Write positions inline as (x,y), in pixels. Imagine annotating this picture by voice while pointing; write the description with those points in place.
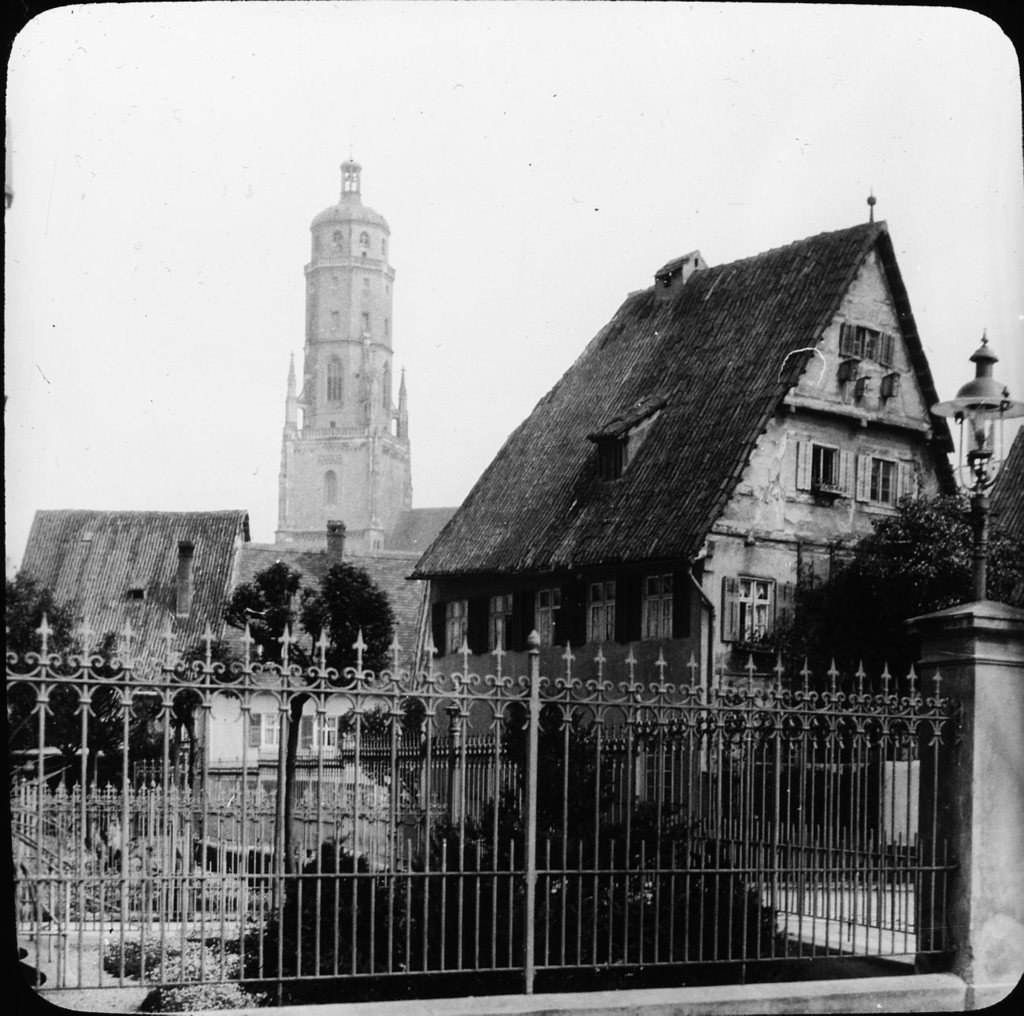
This is a black and white image. There are buildings (511,619) in the middle (511,619). There are trees (896,661) in the middle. There is a fence (41,793) at the bottom (474,912). There is sky (511,160) at the top (642,109).
